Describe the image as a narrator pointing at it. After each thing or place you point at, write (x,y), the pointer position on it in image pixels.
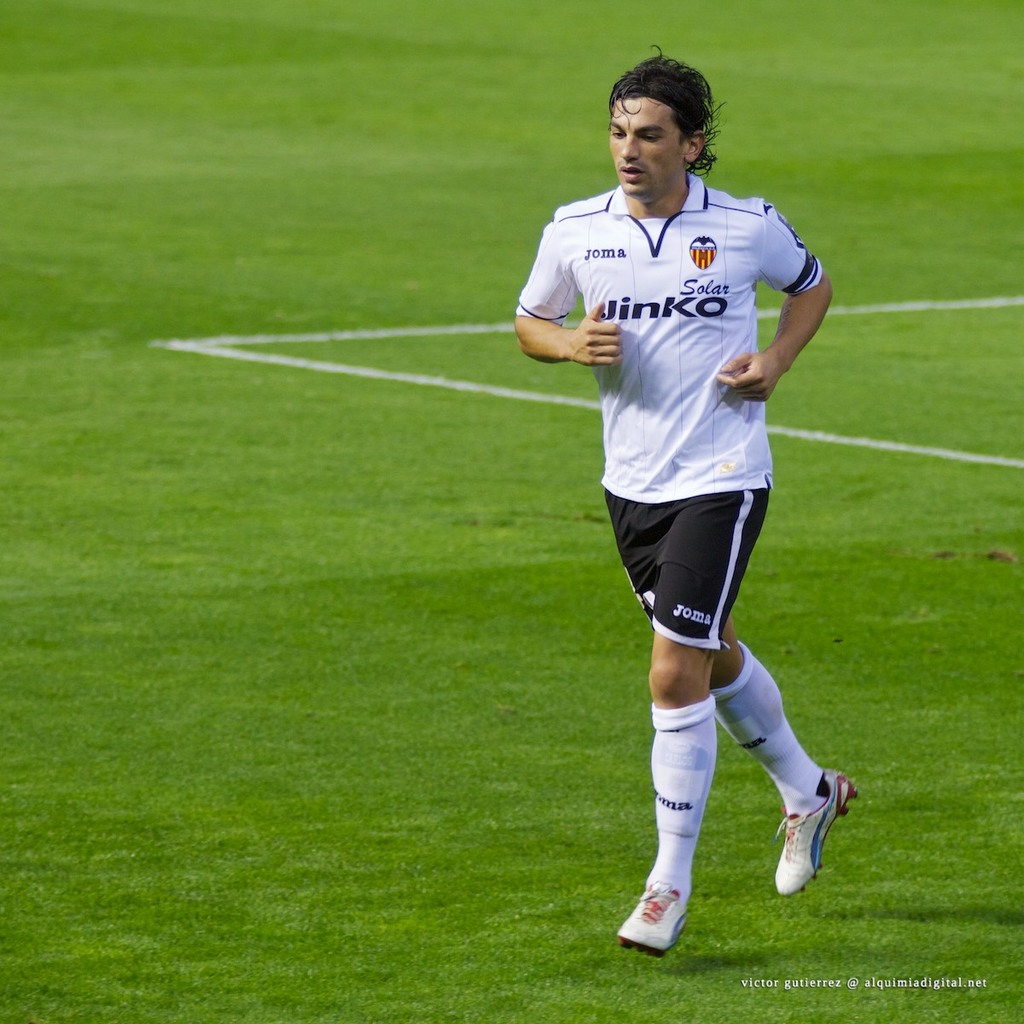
In this picture, there is a man (704,190) running on the grass (384,572). He is wearing a white t shirt (678,445), black shorts (704,617) and white shoes (790,878).
